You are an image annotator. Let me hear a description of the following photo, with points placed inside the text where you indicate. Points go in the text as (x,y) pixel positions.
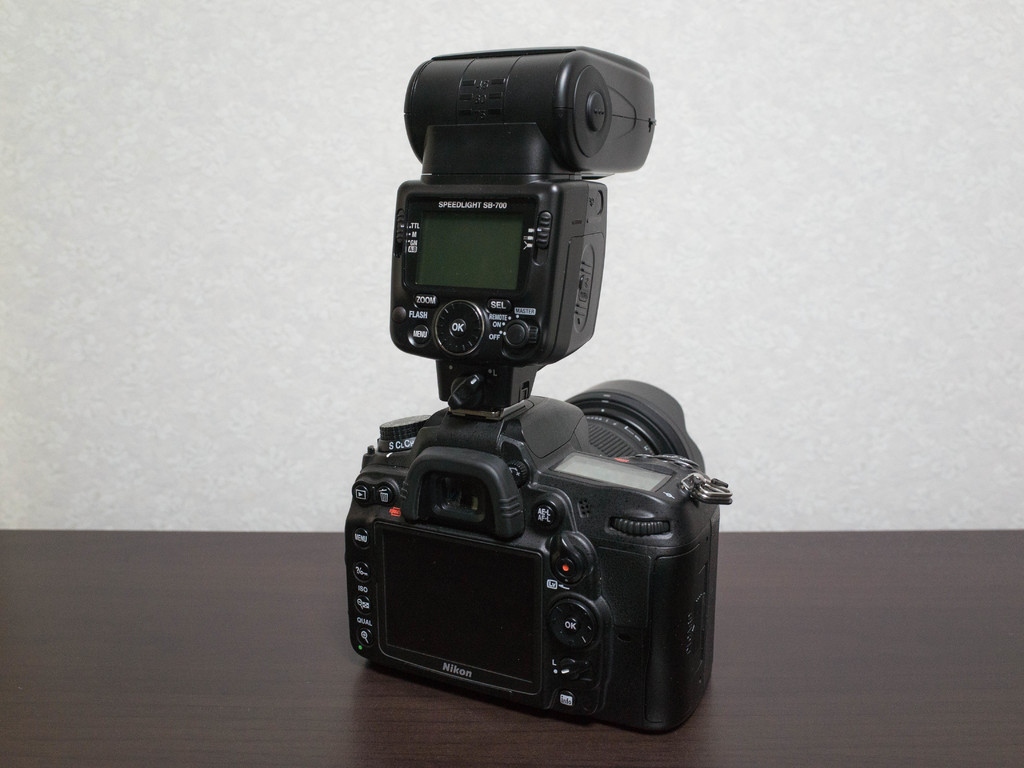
In this picture I can observe digital camera (473,439) which is in black color. The camera (461,531) is placed on the brown color surface (326,644). In the background (201,228) there is wall (720,259).
